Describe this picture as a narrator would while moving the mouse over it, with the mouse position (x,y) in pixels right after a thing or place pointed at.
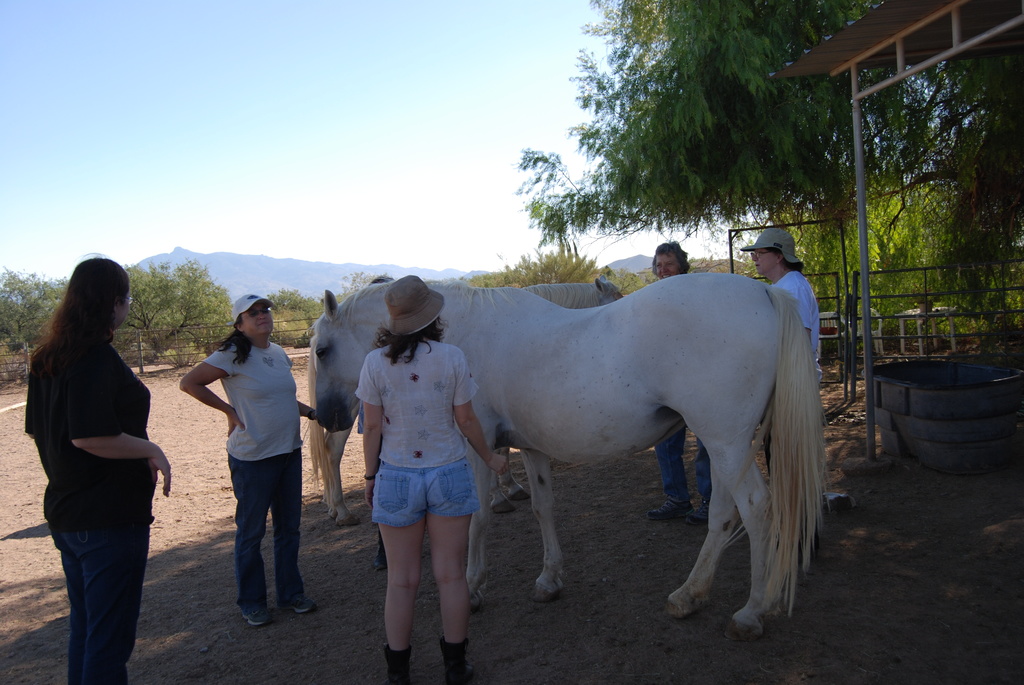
In this i can see there are a group of people (233,473) standing on the ground (304,586) beside a white color horse (615,370). On the right side (761,96) I can see there are couple of trees (745,144) and a fence (927,308) and also we have a blue color sky (230,146).
